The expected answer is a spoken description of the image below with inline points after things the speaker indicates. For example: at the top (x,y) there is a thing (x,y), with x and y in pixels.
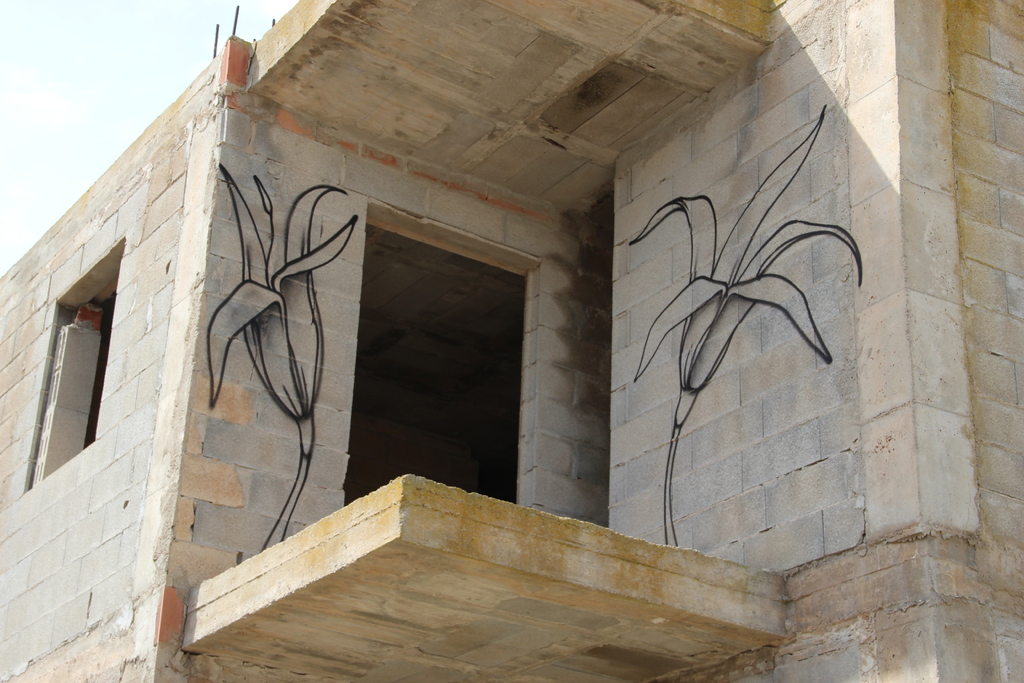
In this picture we can see a building (600,465) and in the background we can see the sky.
